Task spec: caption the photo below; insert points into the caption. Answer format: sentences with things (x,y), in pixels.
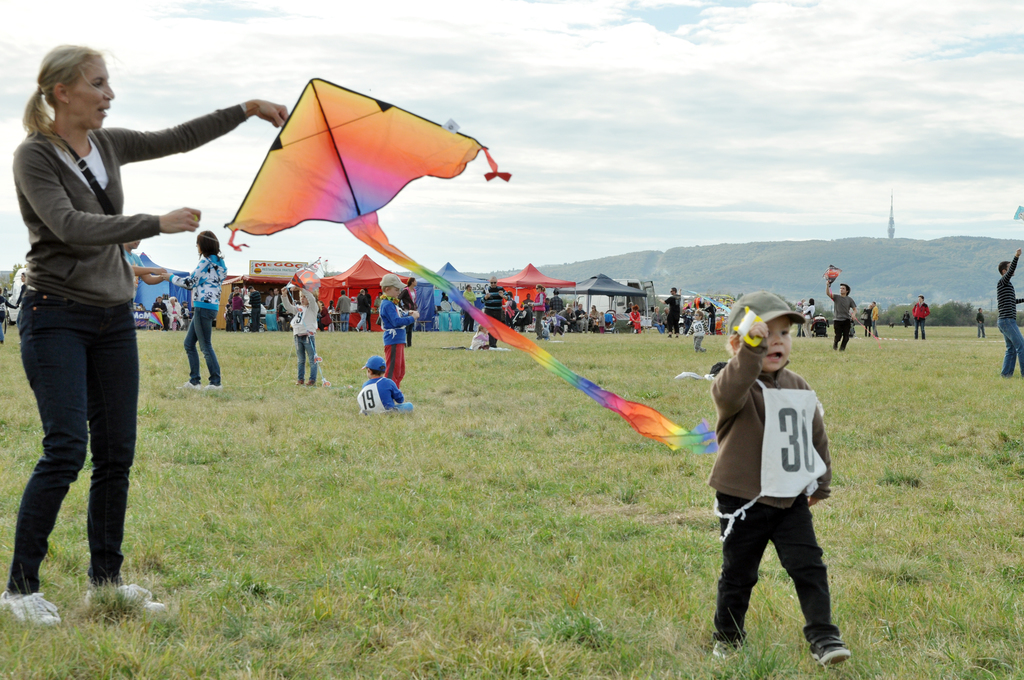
In the foreground (456,370) I can see a crowd (379,360) on grass (520,418), kites (554,357), umbrella huts (579,283) and stalls (442,313). In the background (966,310) I can see trees (907,314), mountains (849,267), tower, and the sky (613,184). This image is taken may be during a day.
